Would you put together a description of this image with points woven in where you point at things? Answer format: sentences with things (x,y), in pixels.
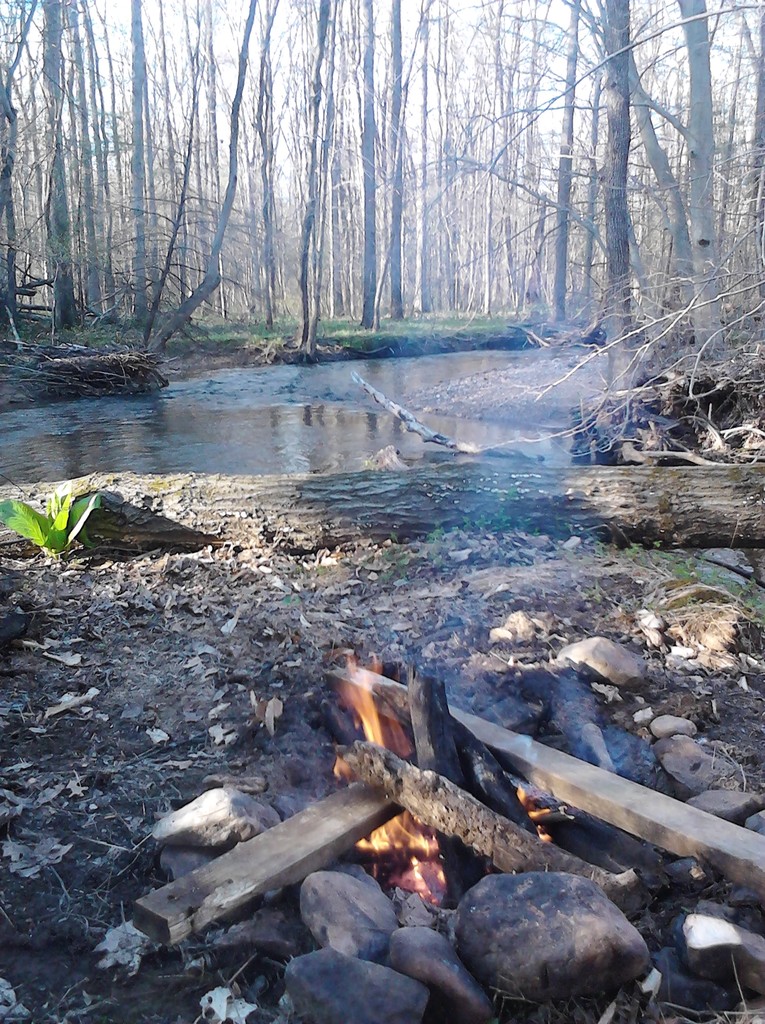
At the bottom of this image (454,713) I can see a campfire (522,795) around this there are some stones (358,953). In the background (338,436) there is a stream (235,394) and I can see the trees (528,199).
